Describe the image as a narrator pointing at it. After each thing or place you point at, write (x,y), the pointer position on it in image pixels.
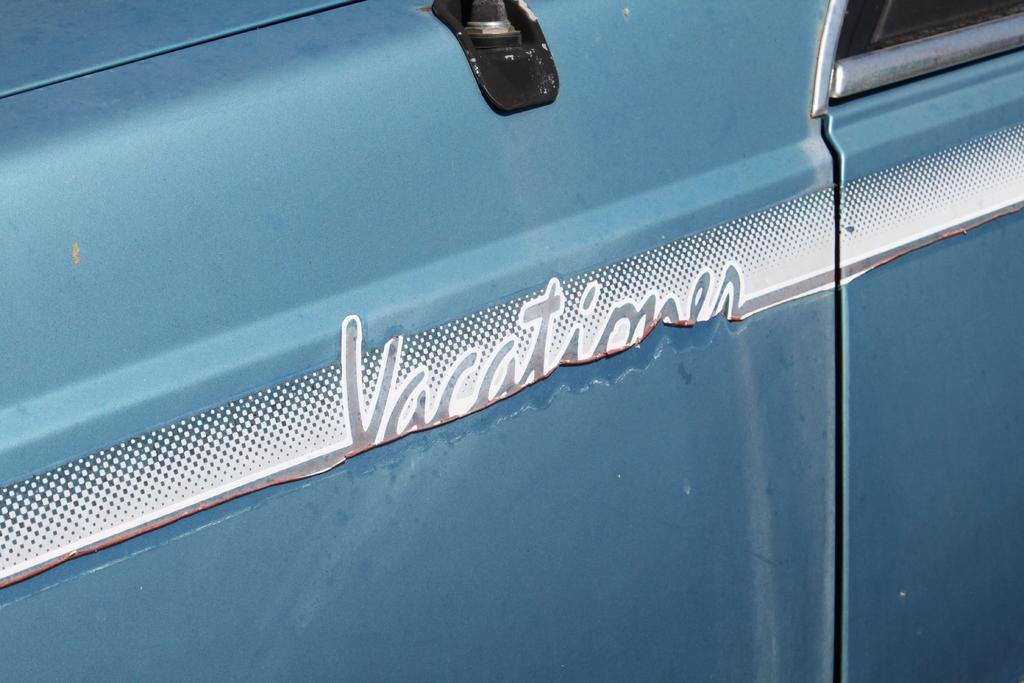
The picture consists of a vehicle's body (300,188). In the center of the picture (611,326) there is text (502,367). The vehicle (475,349) is in blue color.
